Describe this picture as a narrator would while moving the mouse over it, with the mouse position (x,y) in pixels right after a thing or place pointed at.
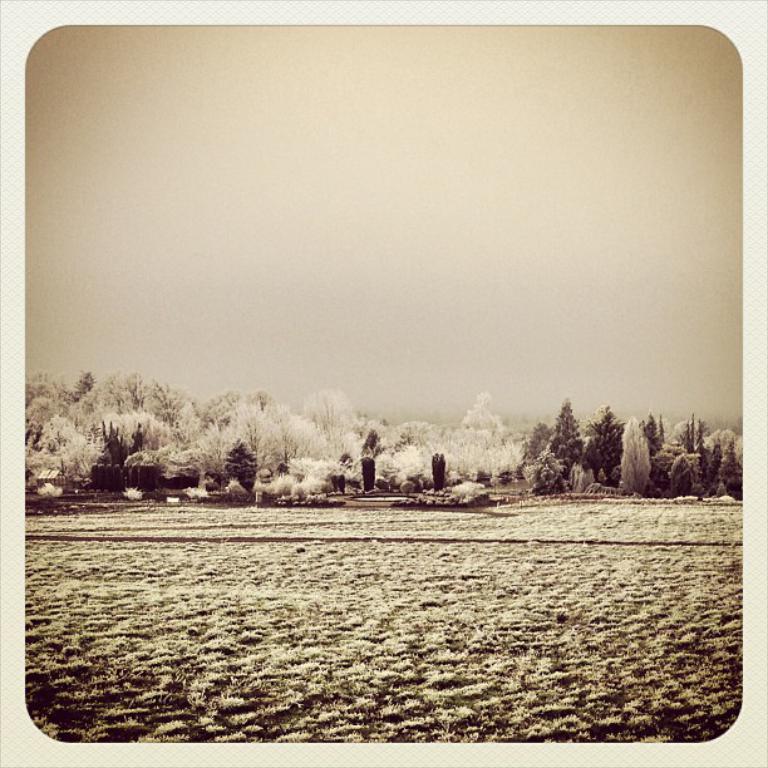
This is an edited image. At the bottom (223,618), I can see the grass (185,628) on the ground (83,593). In the middle of the image (382,457) there are plants (326,486) and trees (202,419). At the top (309,187), I can see the sky (350,186).
